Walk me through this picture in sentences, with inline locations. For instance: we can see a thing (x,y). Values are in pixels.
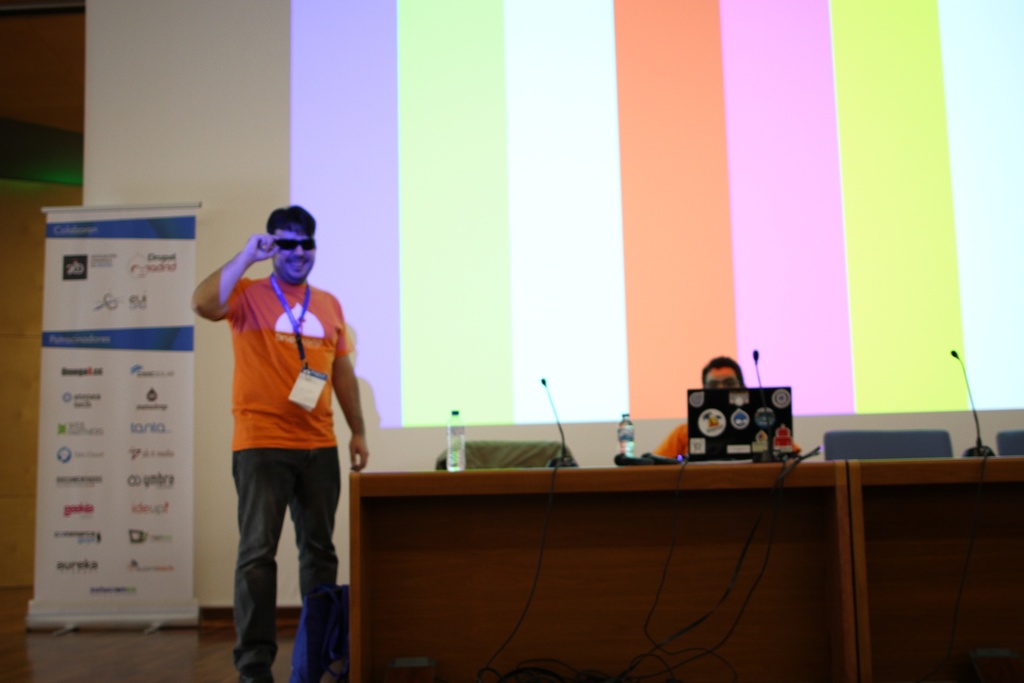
In this picture there is a man (307,247) who is wearing goggle (293,242), t-shirt (297,430), jeans (270,577) and shoes (249,681). He is standing near to the table (804,520). On the table (1000,574) I can see the water bottles (453,430), laptops (787,419), mics (555,405) and cables (761,510). In the table (758,494) there is a man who is sitting on the chair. On the left (114,356) there is a banner (106,368) which is placed near to the wall (241,125). At the top (703,128) I can see the projector screen (601,82).
